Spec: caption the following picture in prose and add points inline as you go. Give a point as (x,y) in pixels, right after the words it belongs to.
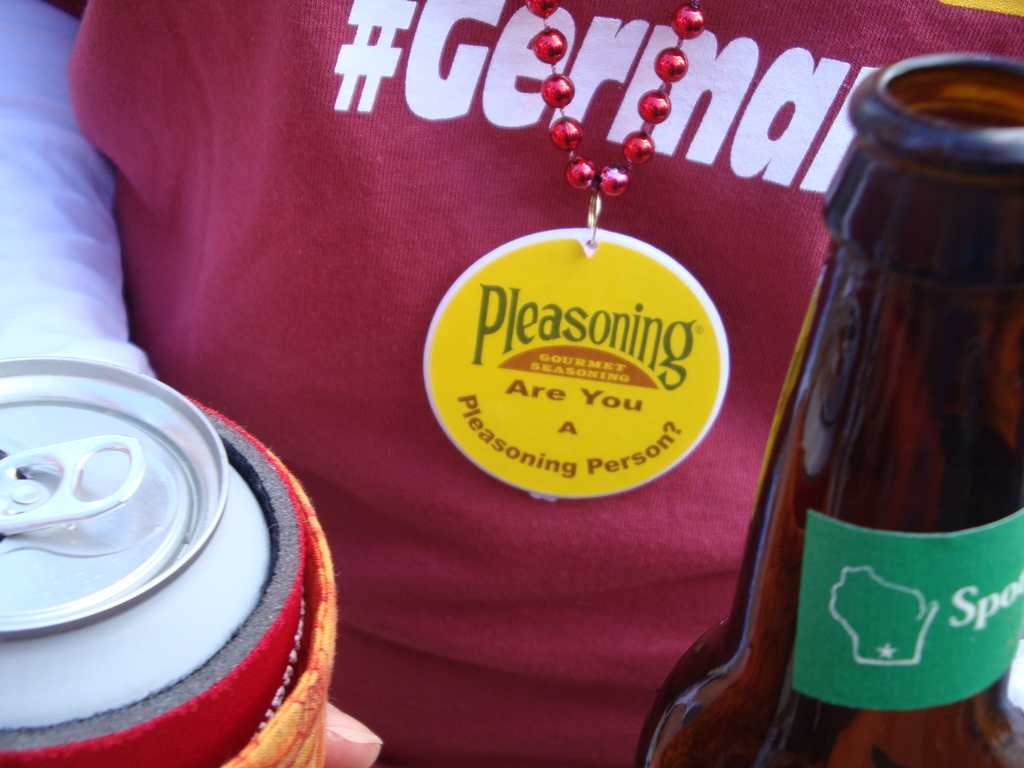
This picture shows a bottle (677,688) and a can (233,617) and we see a man (415,150) holding them.
